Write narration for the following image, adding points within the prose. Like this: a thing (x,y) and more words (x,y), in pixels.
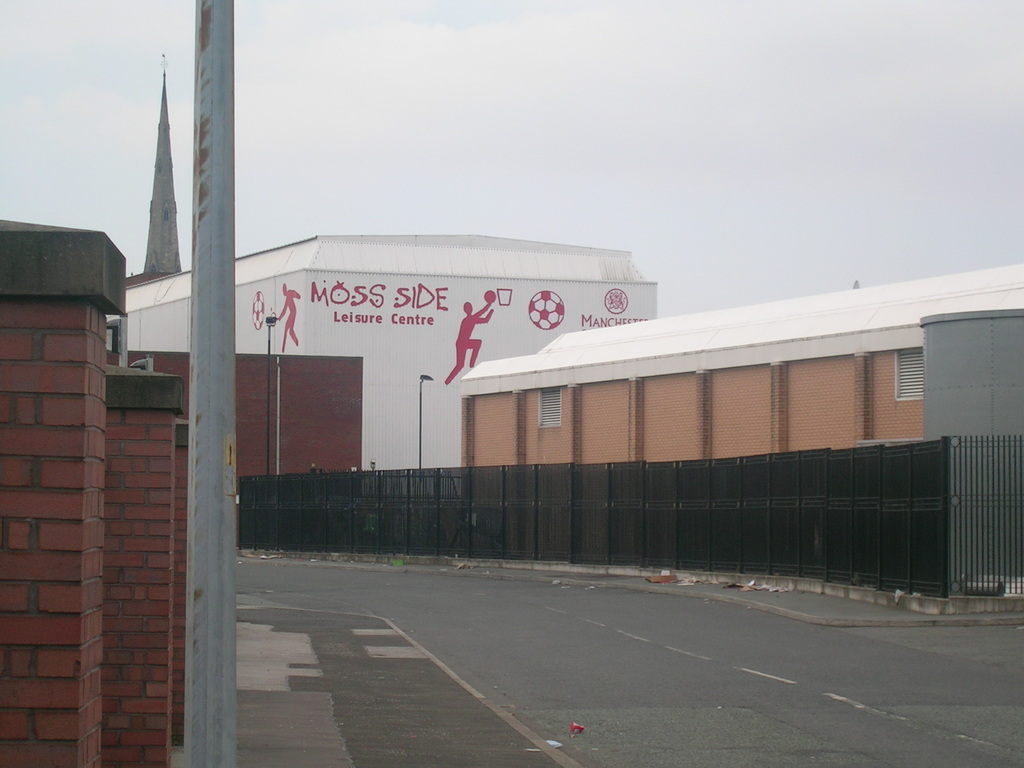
In this picture we can see the road (515,644), beside the road (601,734) there are some buildings (518,422).
